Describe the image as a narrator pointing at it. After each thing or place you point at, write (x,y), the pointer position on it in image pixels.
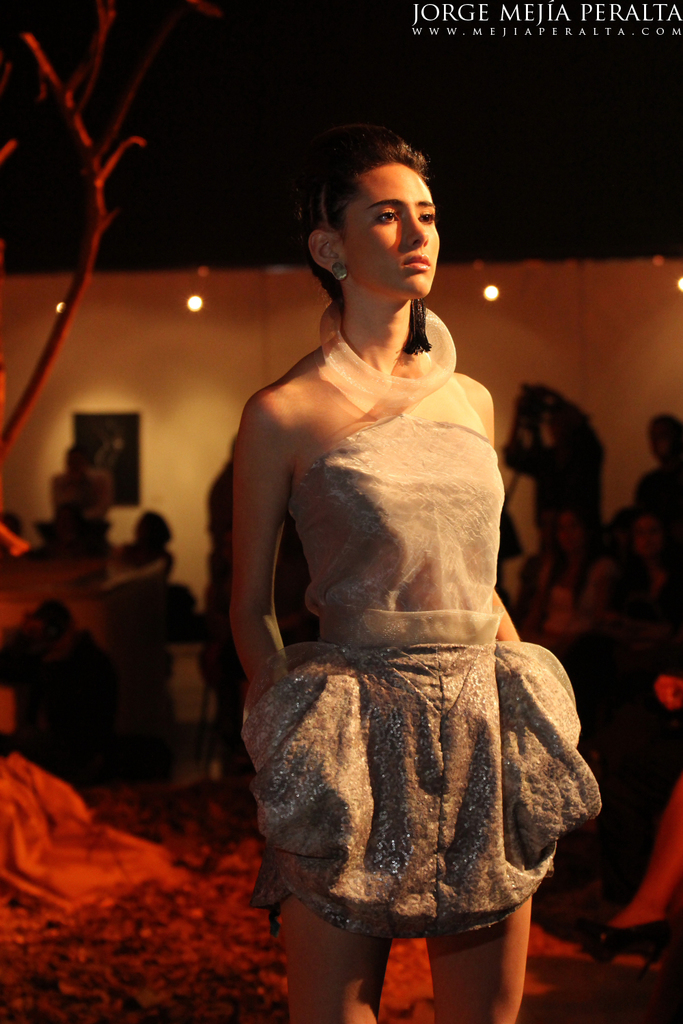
This image is taken indoors. At the bottom of the image (155,934) there is a floor (167,947). In the middle of the image (332,428) a woman (350,435) is standing on the floor (401,983). In the background (676,721) there are a few people (594,666) and there is a wall (180,424) with a few lights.
